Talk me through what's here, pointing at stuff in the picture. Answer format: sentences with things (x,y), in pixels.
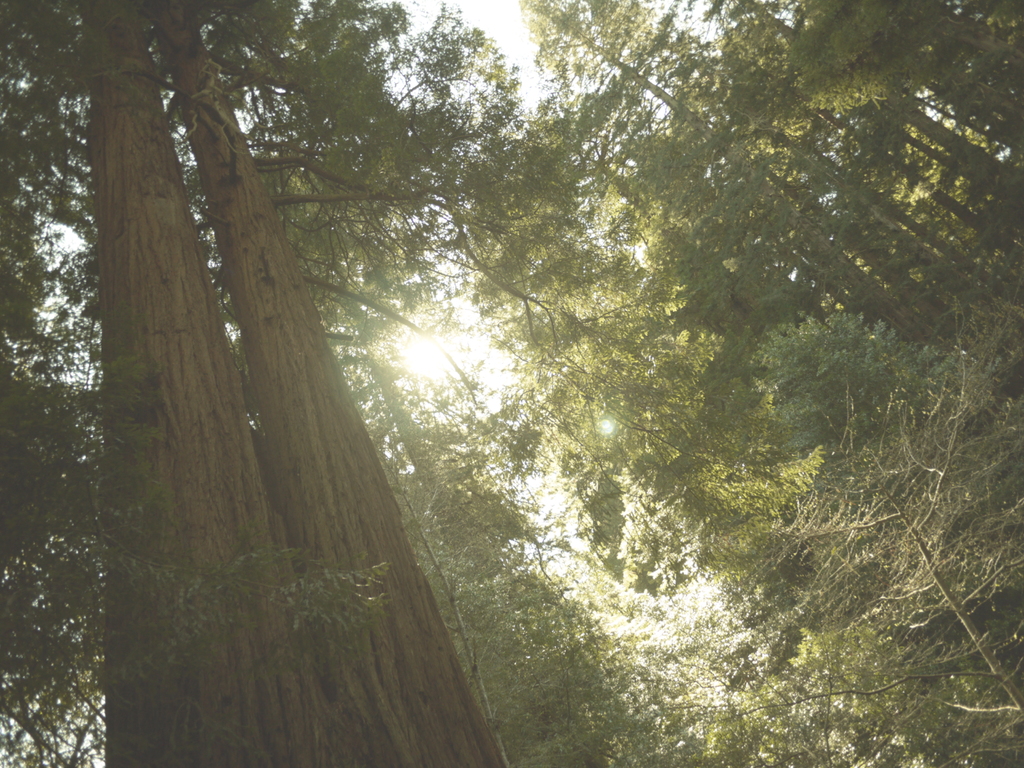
This picture shows tall trees (682,439) and we see a sunny Sky (502,2).
